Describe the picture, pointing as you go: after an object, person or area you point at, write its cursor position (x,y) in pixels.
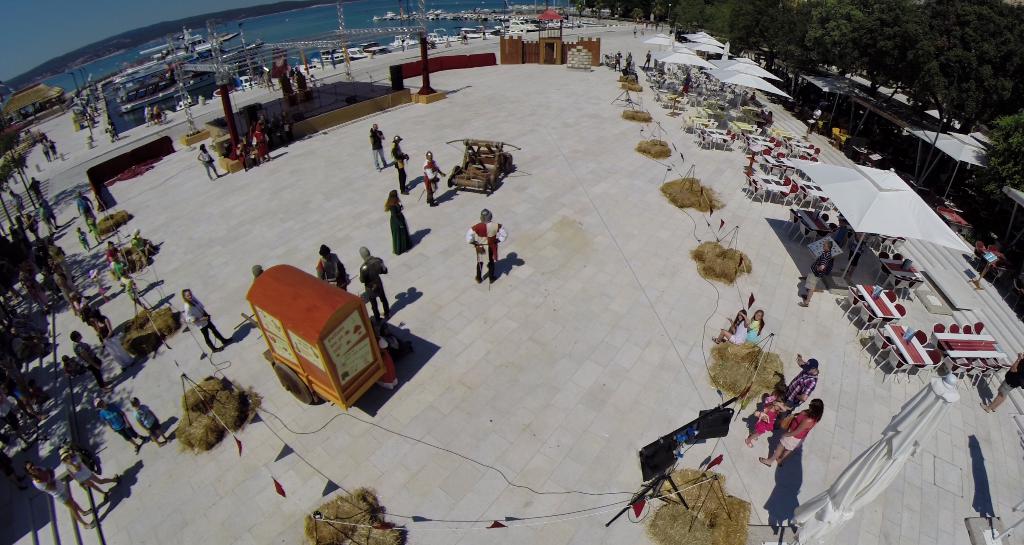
This is an aerial view where we can see tables (899,348), chairs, shelters (901,197), people (765,416), vehicle (287,365), grass (690,499), wires (693,486), metal objects (206,71), trees (902,74) and water (330,16).
